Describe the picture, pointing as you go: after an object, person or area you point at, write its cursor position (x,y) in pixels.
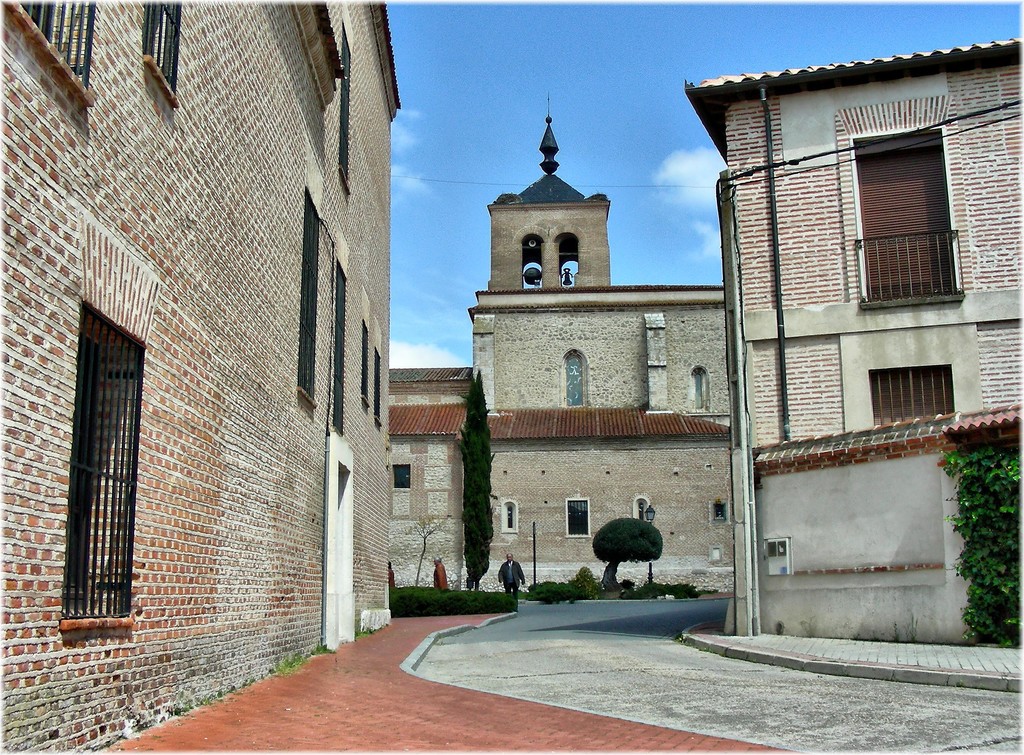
This image is taken outdoors. At the top of the image (666,229) there is a sky (424,254) with clouds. At the bottom of the image (718,695) there is a road (648,702) and there is a sidewalk (475,620). In this image there are three buildings (581,454) with walls (526,353), windows (585,389), doors (346,518) and roofs (401,415). In the middle of the image (480,497) there are a few plants (597,583) and two trees (477,587). A man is walking on the road (493,629). On the right side of the image (987,550) there is a creeper (977,526).
